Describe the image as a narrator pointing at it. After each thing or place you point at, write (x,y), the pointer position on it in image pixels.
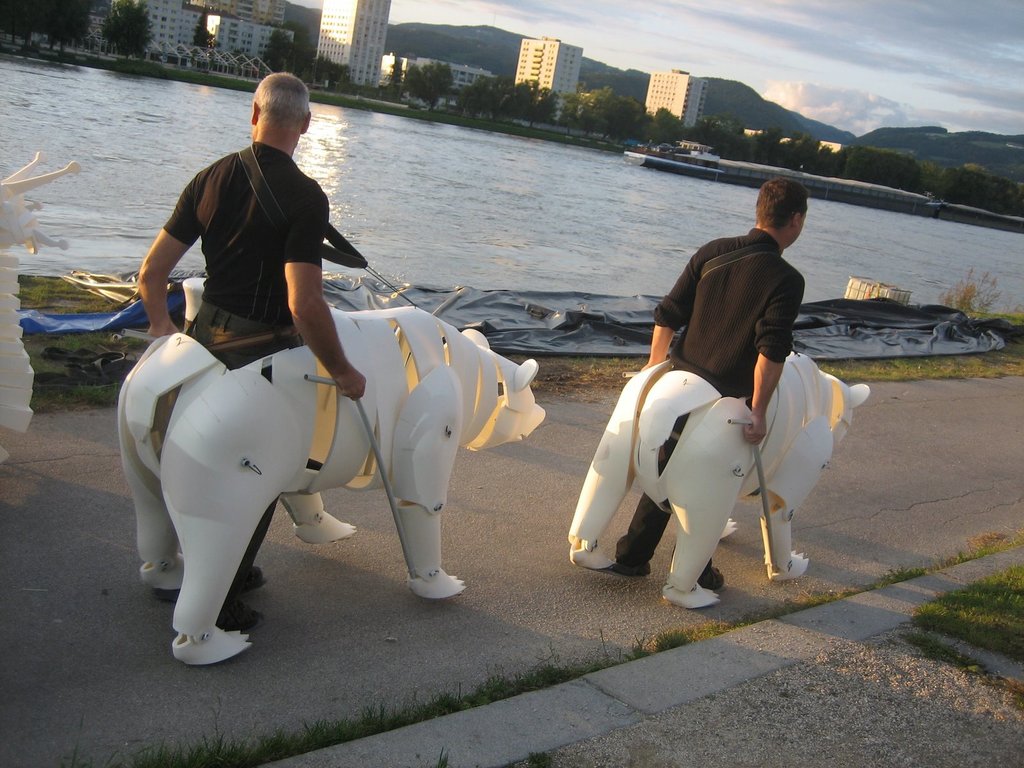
In this image we can see two men (648,359) standing on the road (509,558) wearing the costumes (622,493). We can also see some grass (668,635), tarpaulin (896,306), plants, a container (900,289) and a water body (637,280). On the backside (724,83) we can see some buildings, a group of trees (880,148), poles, the hills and the sky (877,101) which looks cloudy.
